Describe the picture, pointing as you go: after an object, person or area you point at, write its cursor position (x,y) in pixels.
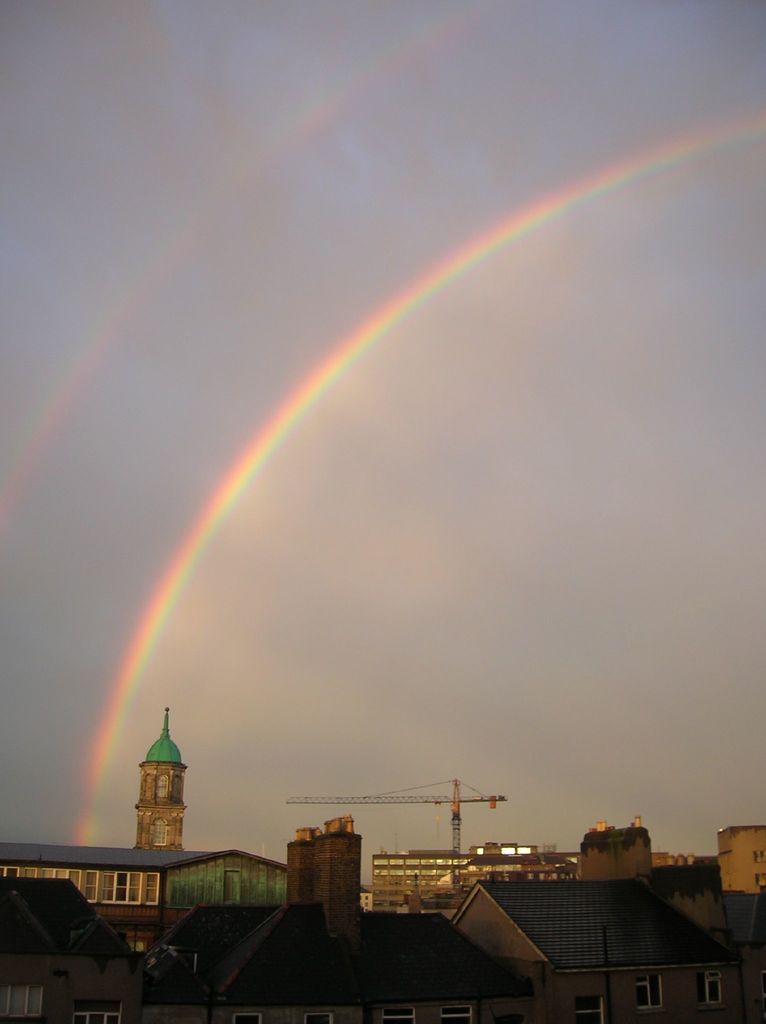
This image consists of houses (502,893). In the background (401,799), we can see a crane (455,832). At the top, there is a rainbow (264,446) in the sky (273,407).
